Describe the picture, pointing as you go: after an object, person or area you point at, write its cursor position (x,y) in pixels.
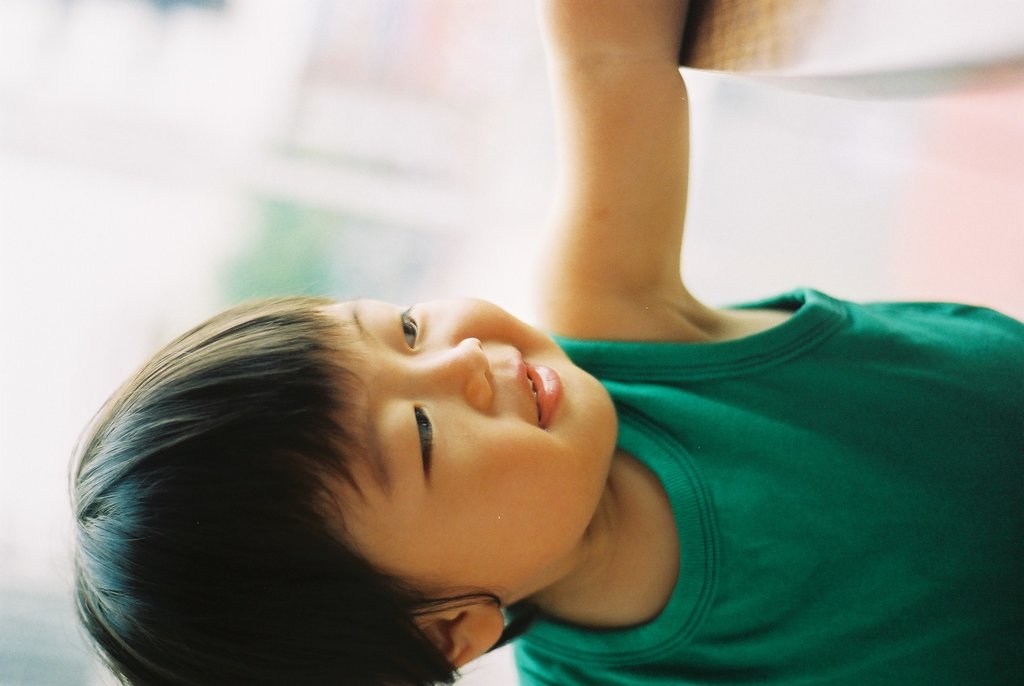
In this image we can see kid (761,457) wearing a green dress (789,412).
